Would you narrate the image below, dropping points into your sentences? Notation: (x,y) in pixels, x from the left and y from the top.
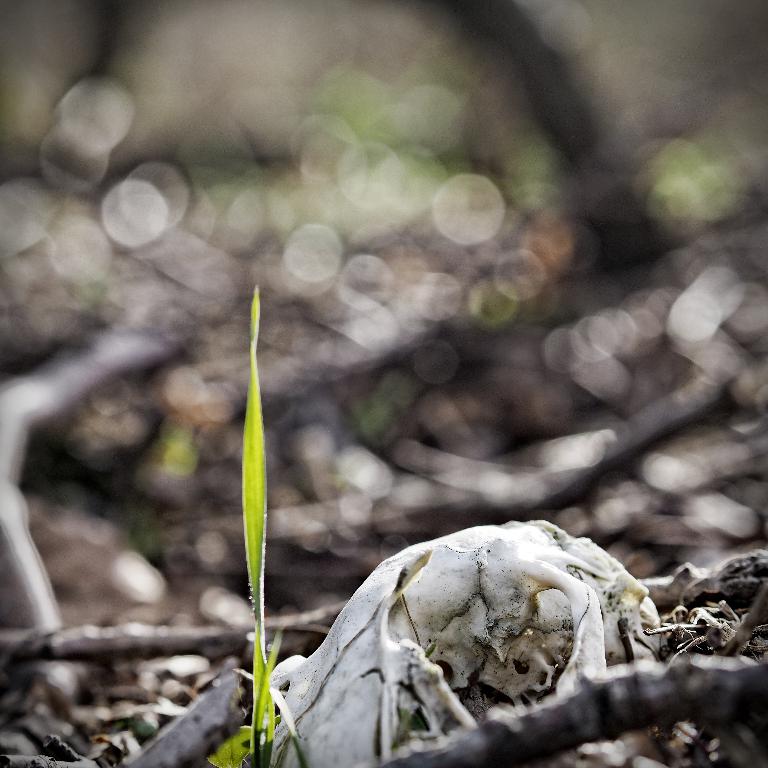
In this picture, there is a leaf (273,738) at the bottom left (255,658). Beside it, there is a bone (498,542).
